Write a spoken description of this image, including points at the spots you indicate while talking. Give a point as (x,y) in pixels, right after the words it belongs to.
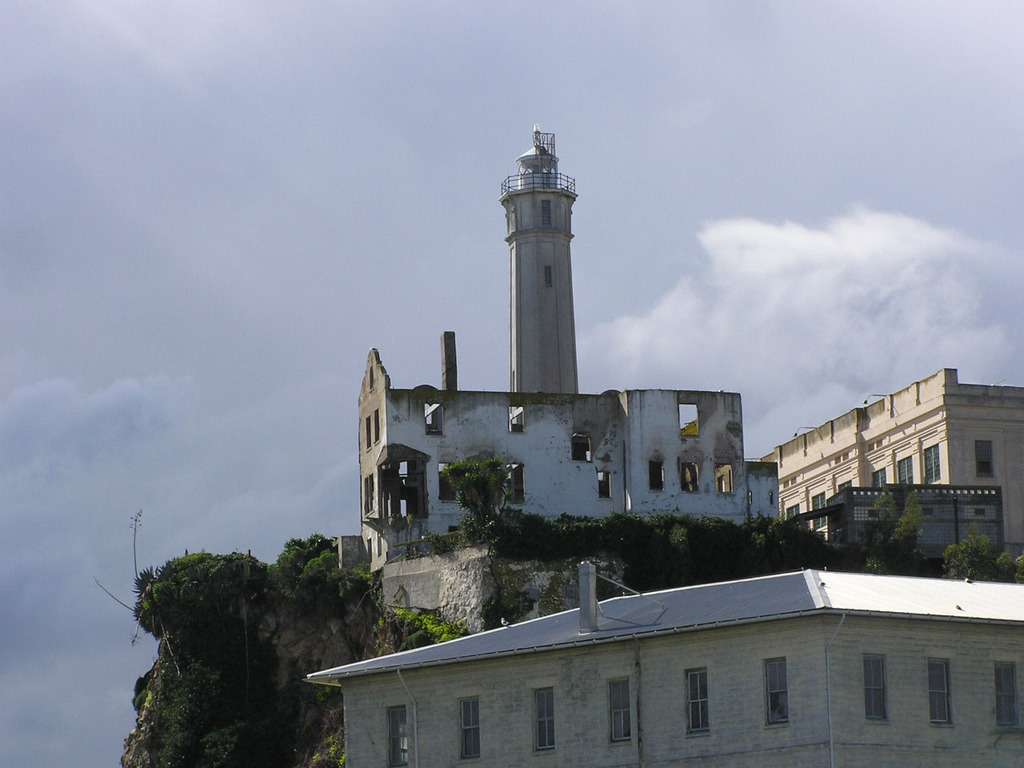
This picture is clicked outside. In the foreground (413,705) we can see the buildings (820,494), plants (332,559), trees (683,552) and the rocks (306,638). In the background (66,56) we can see the sky (198,181) which is full of clouds (781,306) and we can see a tower (530,296) and some other objects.
